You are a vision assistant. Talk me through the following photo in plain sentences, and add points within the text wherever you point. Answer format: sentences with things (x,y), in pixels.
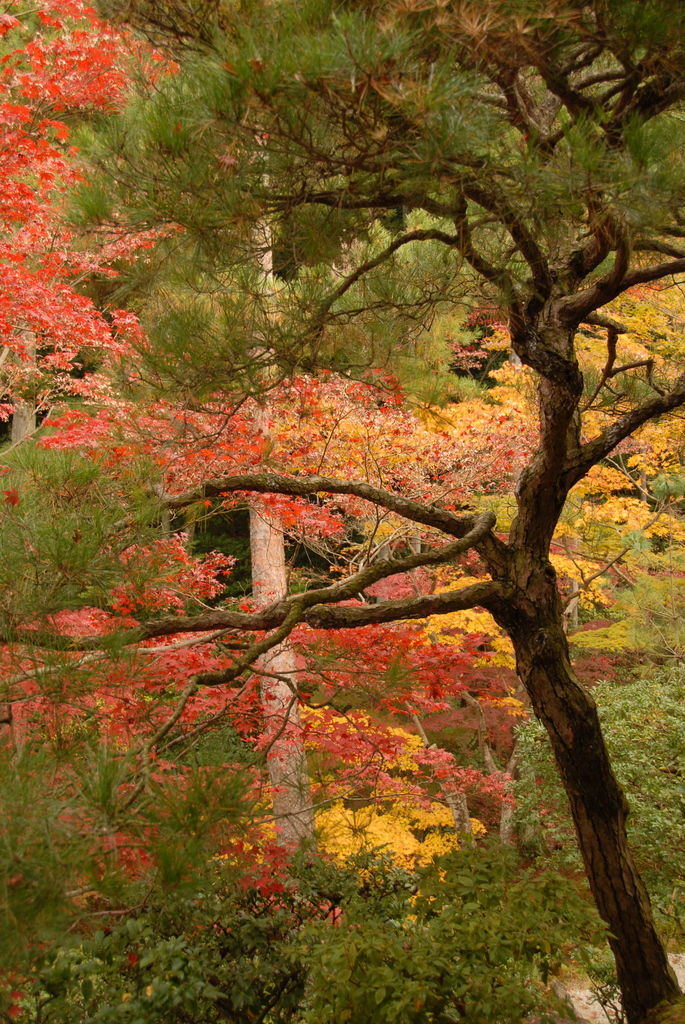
In this image we can see trees (354,743). Also there are red and yellow color leaves (170,459).
